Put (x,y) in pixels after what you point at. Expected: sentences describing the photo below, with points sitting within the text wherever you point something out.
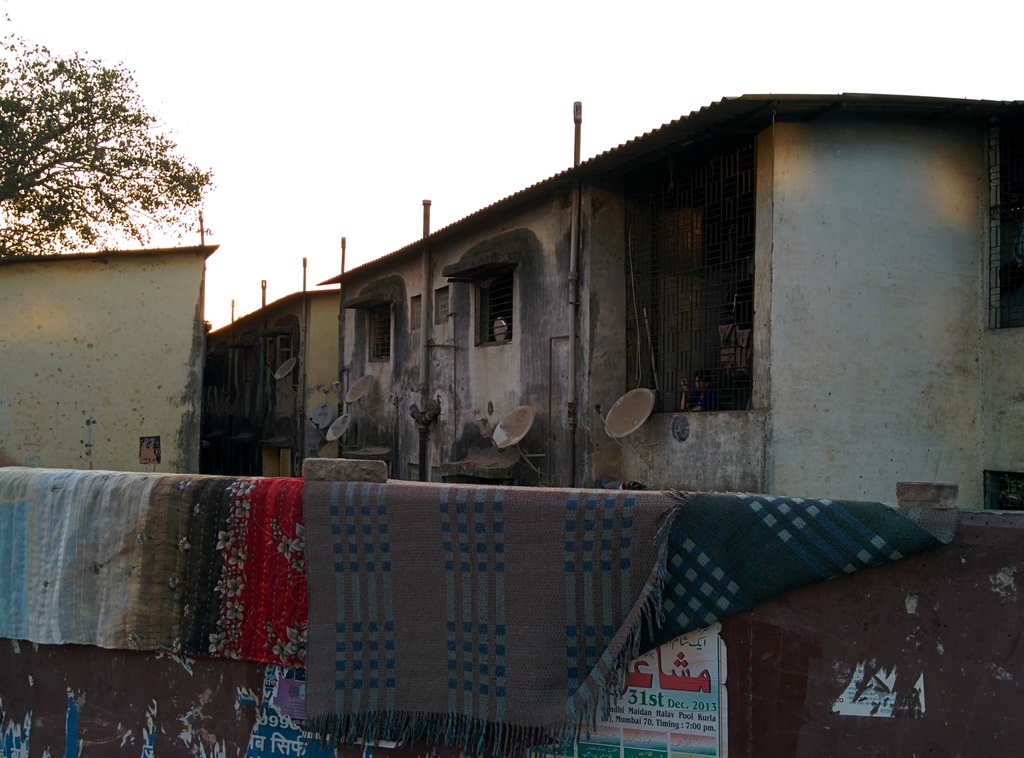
In front of the image there are a few blankets (313,570) with a stone (315,474) on the fence (215,679), on the fence (776,674) there are posters (677,669), behind the fence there are buildings (398,376) with metal rod windows (641,308), pipes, dish tv antennas (336,429), behind the buildings (193,369) there are trees (55,138).
